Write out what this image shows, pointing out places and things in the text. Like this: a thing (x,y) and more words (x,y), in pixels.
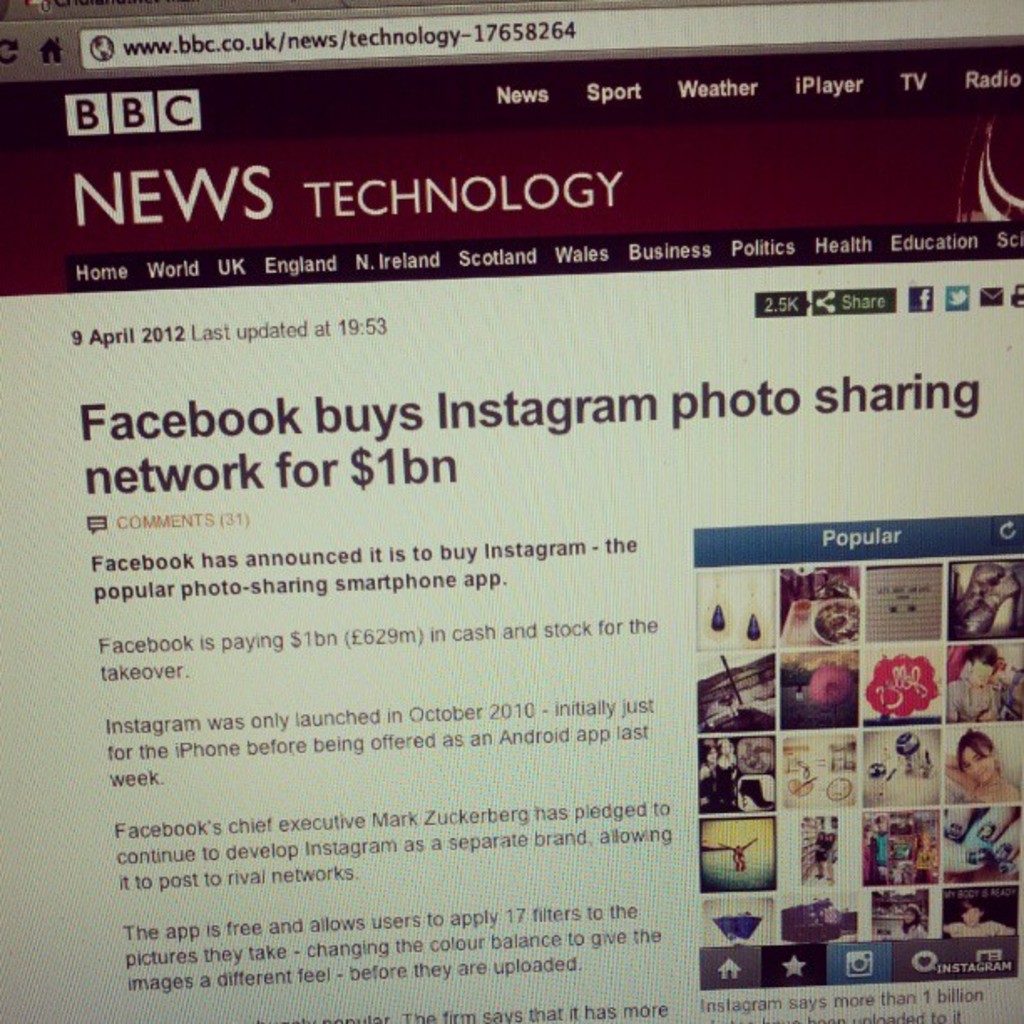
This image looks like a picture of a monitor screen (866,694), where we can see a web site (456,294), which contains some text (229,516) and images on it.
